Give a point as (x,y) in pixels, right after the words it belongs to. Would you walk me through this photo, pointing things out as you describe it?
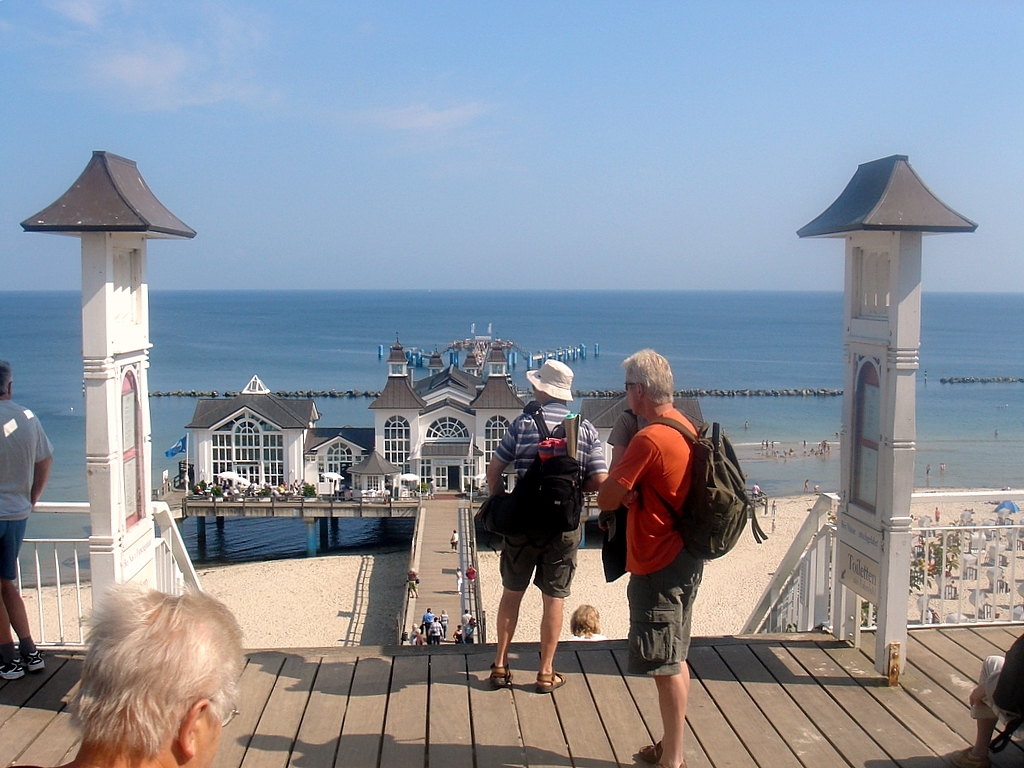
In this picture we can see two persons (544,559) standing in the middle (567,484) with their backpacks (712,447). He wear a cap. And even we can see a person (170,665) here. And this is the house (505,387). Here we can see group of people (419,629) standing. And on the background (334,335) there is water (316,322) and sky (605,163).
